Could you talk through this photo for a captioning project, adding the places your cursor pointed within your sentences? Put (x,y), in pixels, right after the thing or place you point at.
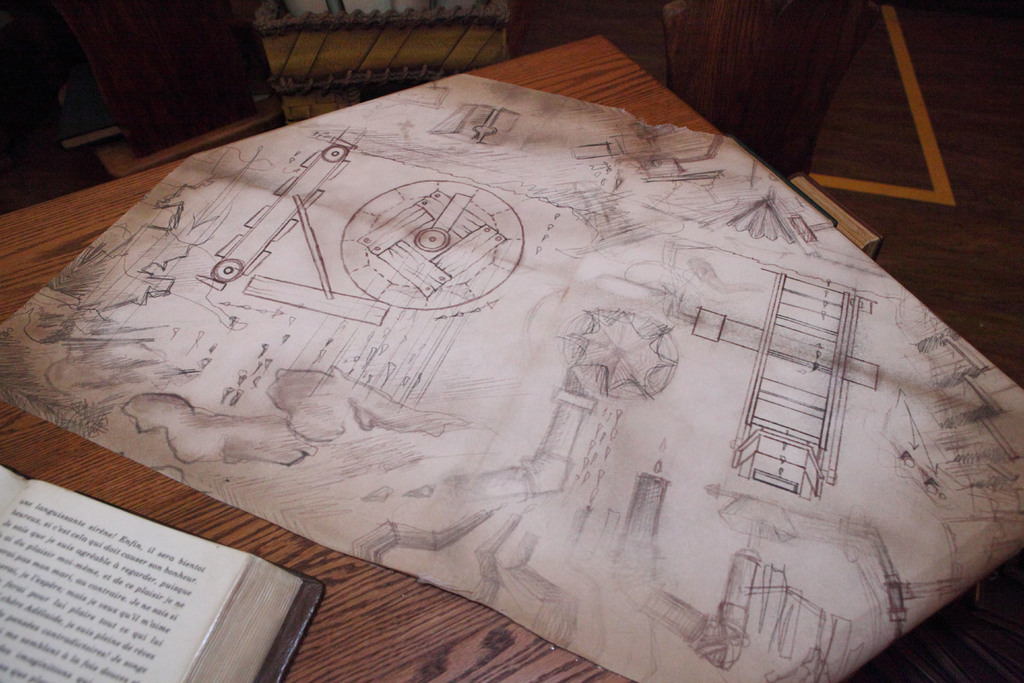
This image consists of a table (373,567). On that table (170,496) there is a book (154,592).
